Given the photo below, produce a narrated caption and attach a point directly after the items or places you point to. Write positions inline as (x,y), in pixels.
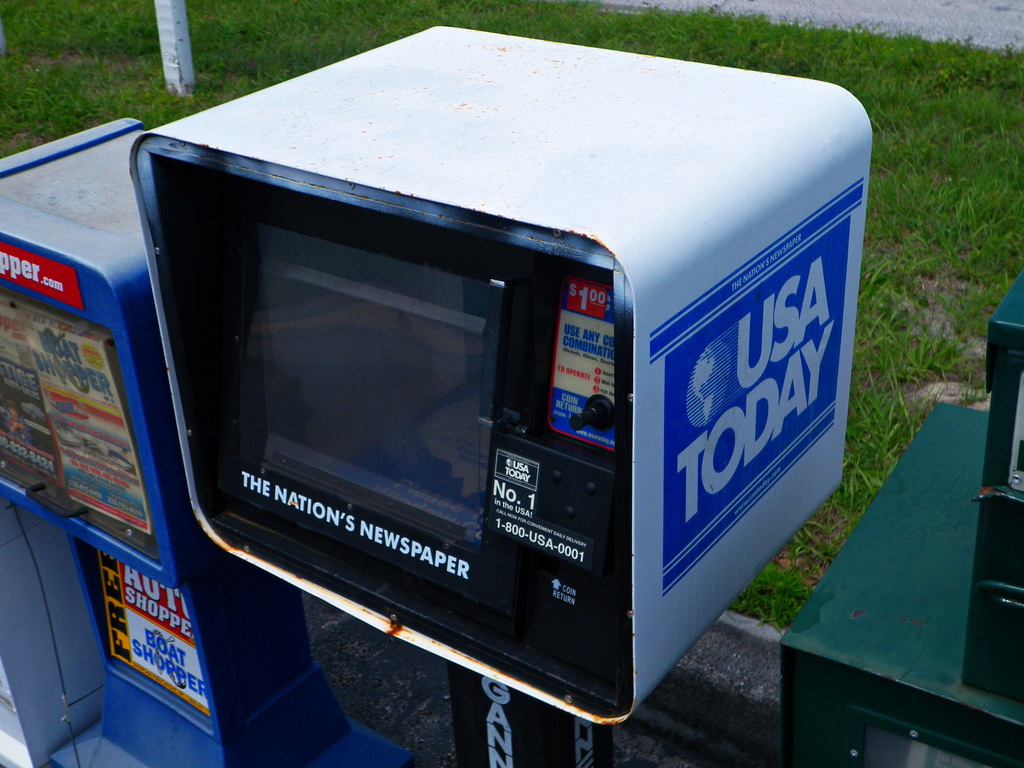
In this image there are a few machines (300,627), which consists of a logo (815,379) and some text (713,441) is written on it, there is grass (930,394) in the background (938,382).
